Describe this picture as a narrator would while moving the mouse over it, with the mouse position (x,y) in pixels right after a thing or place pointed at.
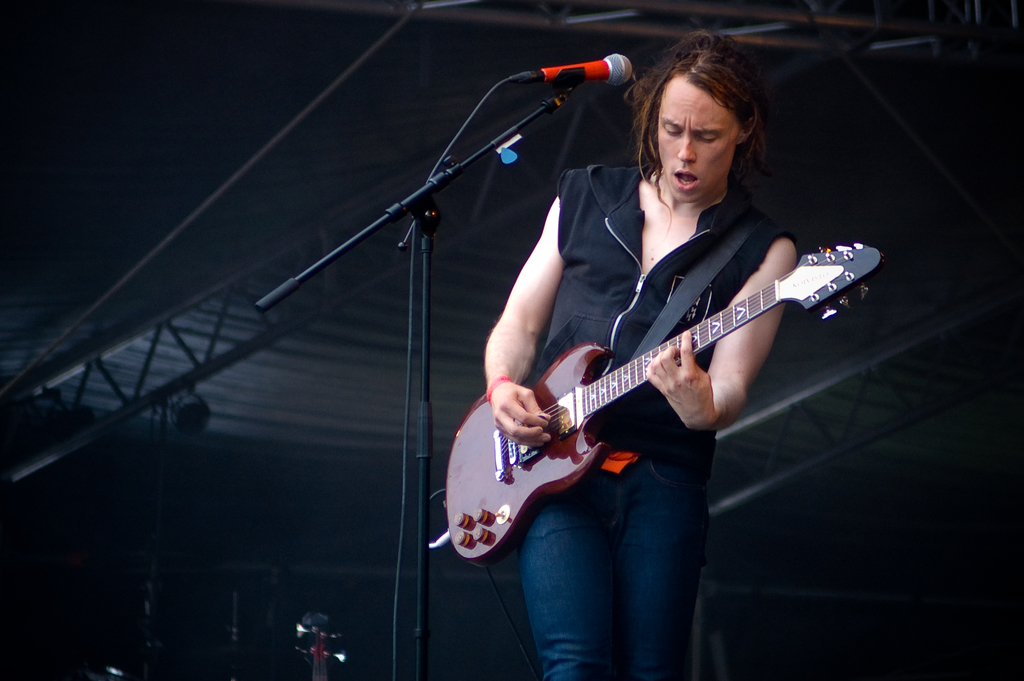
In this picture I can see a human (626,446) playing guitar (457,457) and I can see a microphone (609,64) to the stand (541,108) and I can see dark background (513,191).
